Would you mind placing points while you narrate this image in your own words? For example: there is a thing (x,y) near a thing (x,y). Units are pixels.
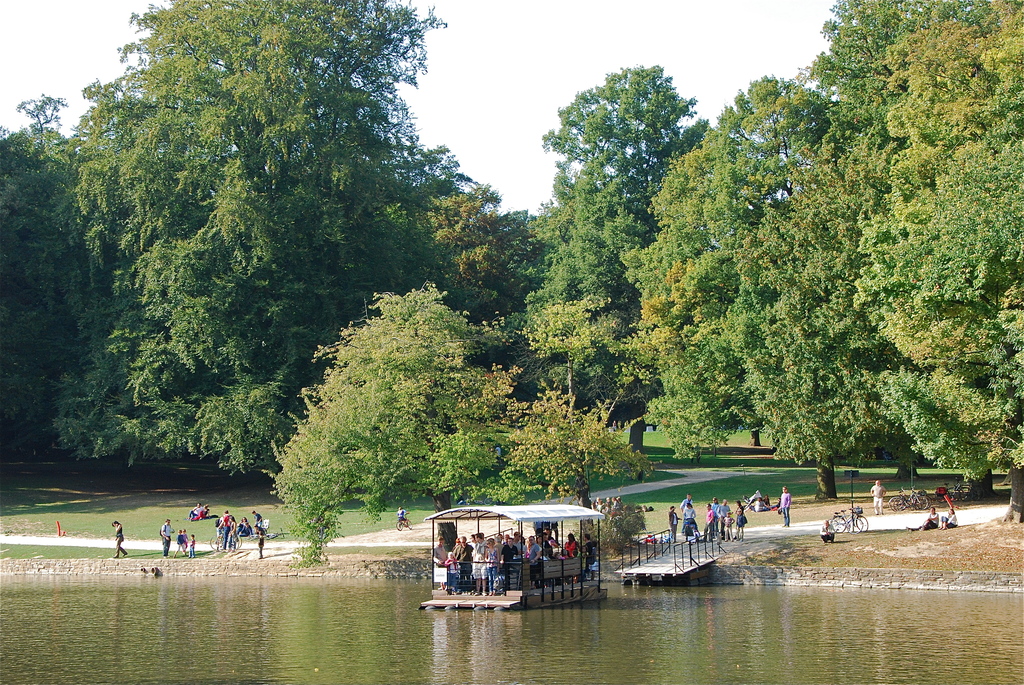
In this image, we can see people (675,524) wearing clothes (551,544). There is a boat (578,571) floating on the water (483,619). There is a dock (664,553) at the bottom of the image (691,566). There are some trees (638,237) in the middle of the image (497,300). At the top of the image (486,51), we can see the sky (601,36).
